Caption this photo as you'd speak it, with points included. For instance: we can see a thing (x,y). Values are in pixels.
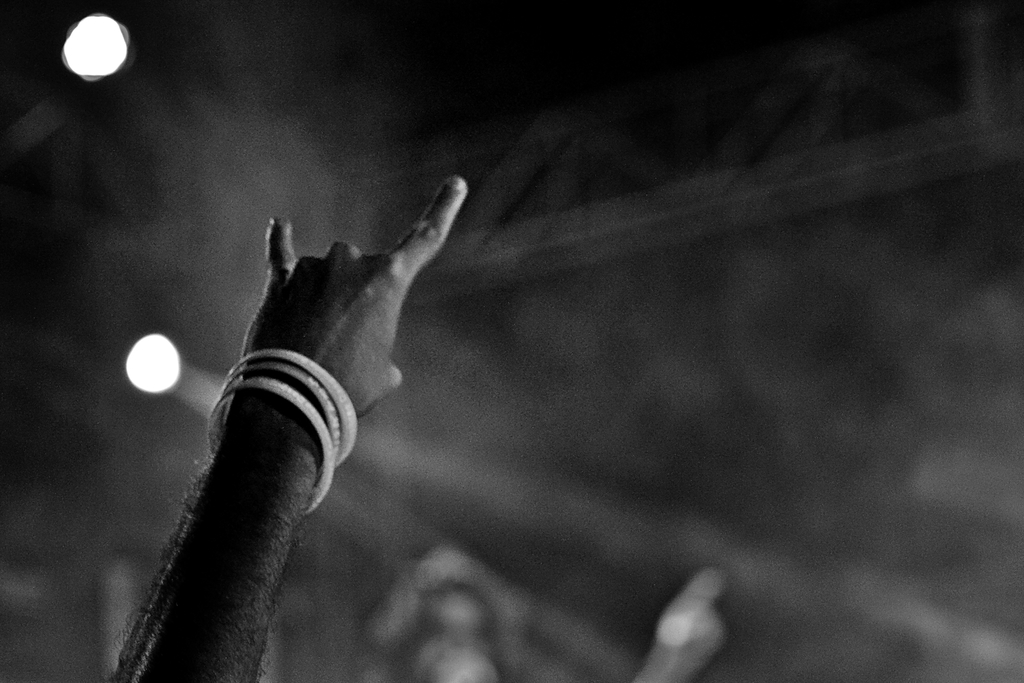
At the bottom of the image (173,670) there is a hand (173,670). At the top of the image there are some lights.
